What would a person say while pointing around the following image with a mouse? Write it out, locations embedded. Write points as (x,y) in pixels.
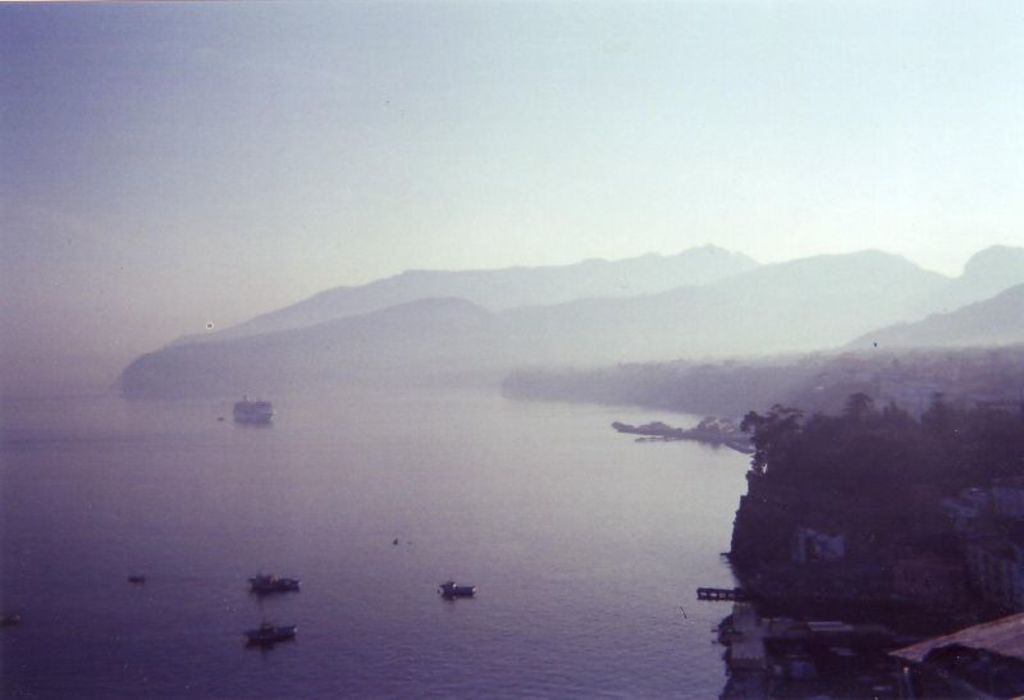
In this picture there boats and there is a ship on the water (284,437). At the back (344,300) there are mountains (552,310). On the right side of the image (833,395) there are trees (796,474) and there are buildings (917,569). At the top (466,167) there is sky (694,145). At the bottom (458,552) there is water (429,448).
